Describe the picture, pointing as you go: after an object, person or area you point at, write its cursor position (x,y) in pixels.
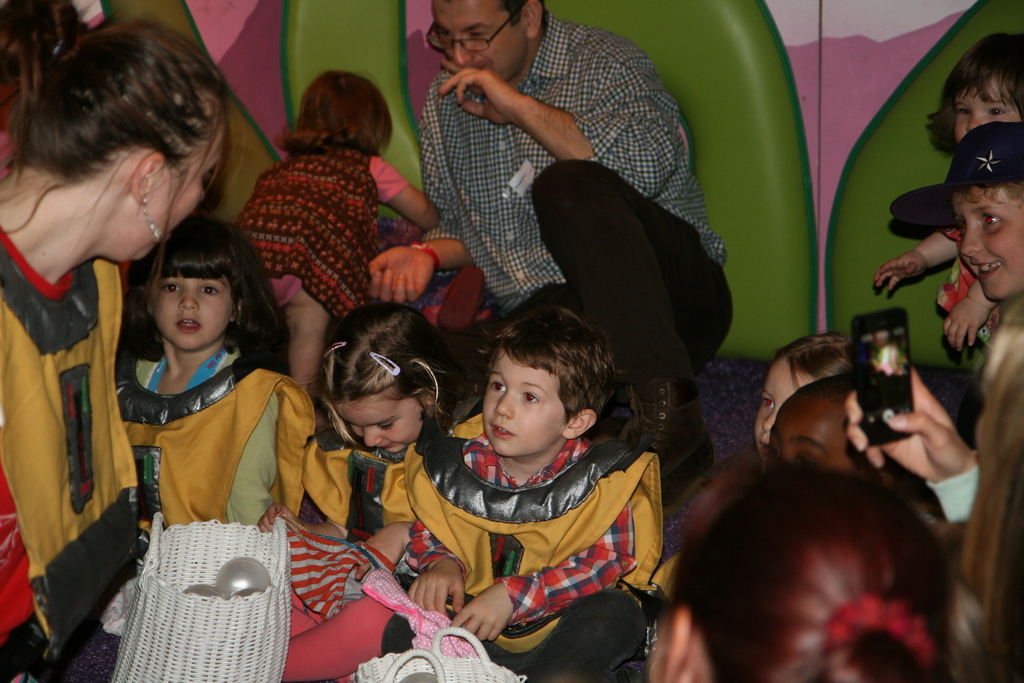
In this picture I can see children (965,184) sitting on the surface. I can see people (443,150) sitting on the surface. I can see a mobile phone (895,329) in a person's hand (849,399).
